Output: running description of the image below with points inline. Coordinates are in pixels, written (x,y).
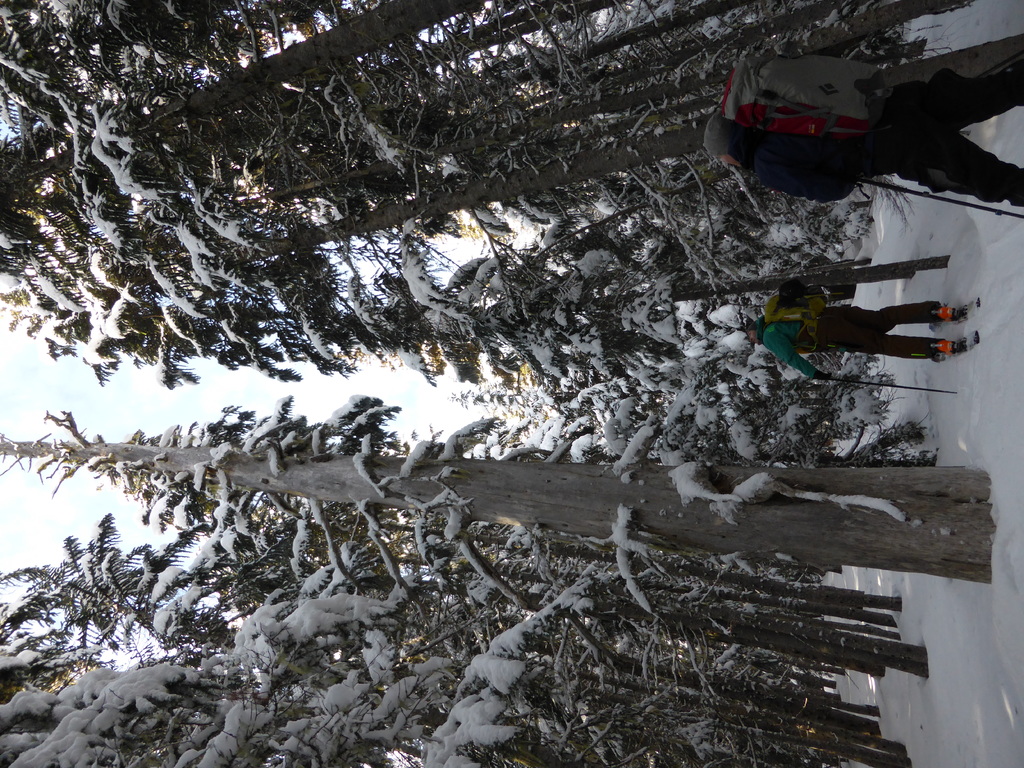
There are two people (873,330) wore bags (797,284) and holding sticks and this person (895,311) standing on skis (971,339) and we can see snow (951,407), trees (434,494) covered with snow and sky (212,410).
